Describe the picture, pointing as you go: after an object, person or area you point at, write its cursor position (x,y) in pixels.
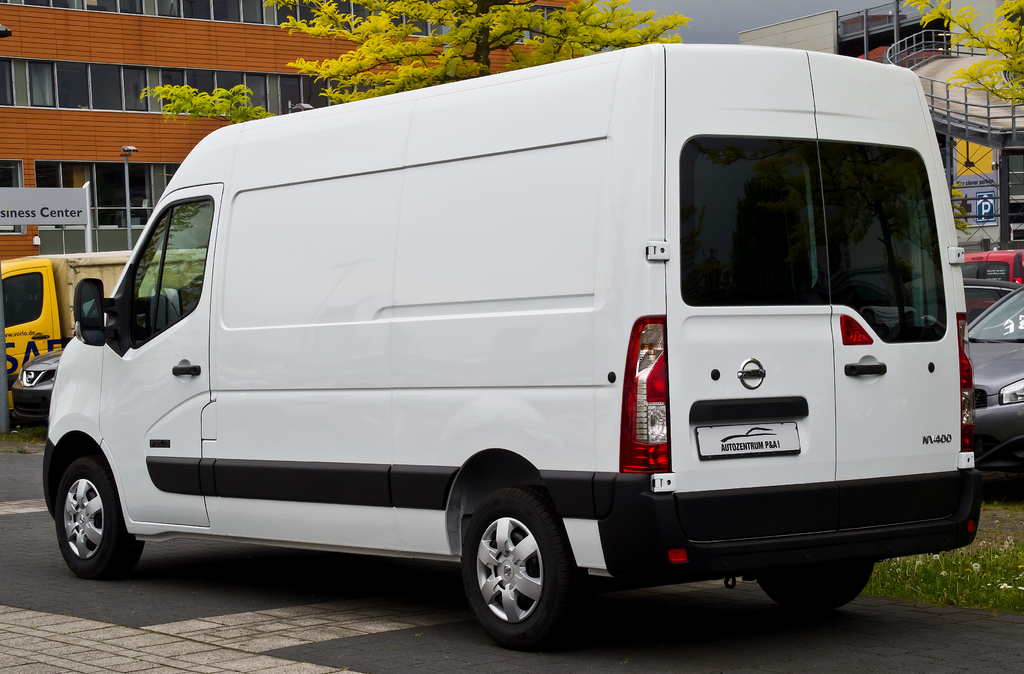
This is the van (365,429), which is white in color. Here is the building (83,121) with windows (42,71). These are the trees (579,27). This looks like a flyover (960,60). In the background (989,260), I can see the cars (1019,432).
